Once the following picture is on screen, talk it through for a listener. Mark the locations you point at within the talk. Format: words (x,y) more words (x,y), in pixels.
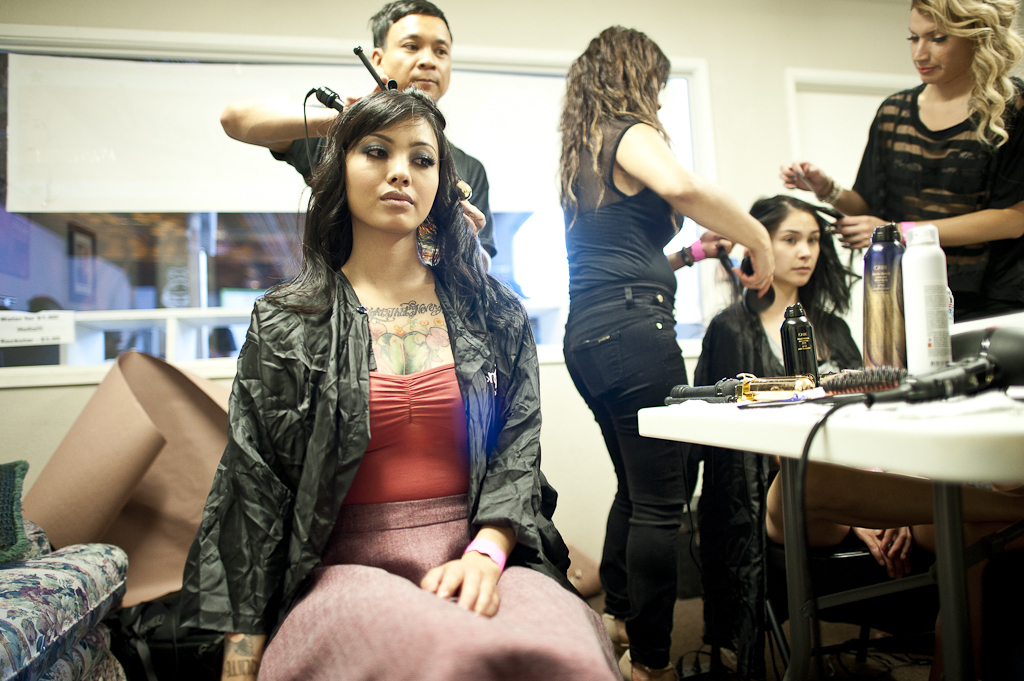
In this picture we can see two persons (375,645) sitting on the chairs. This is the table (948,477). On the table (944,500) there are bottles (907,287). Here we can see three persons (656,170) standing on the floor (593,601). On the background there is a wall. And this is the window (135,303).
